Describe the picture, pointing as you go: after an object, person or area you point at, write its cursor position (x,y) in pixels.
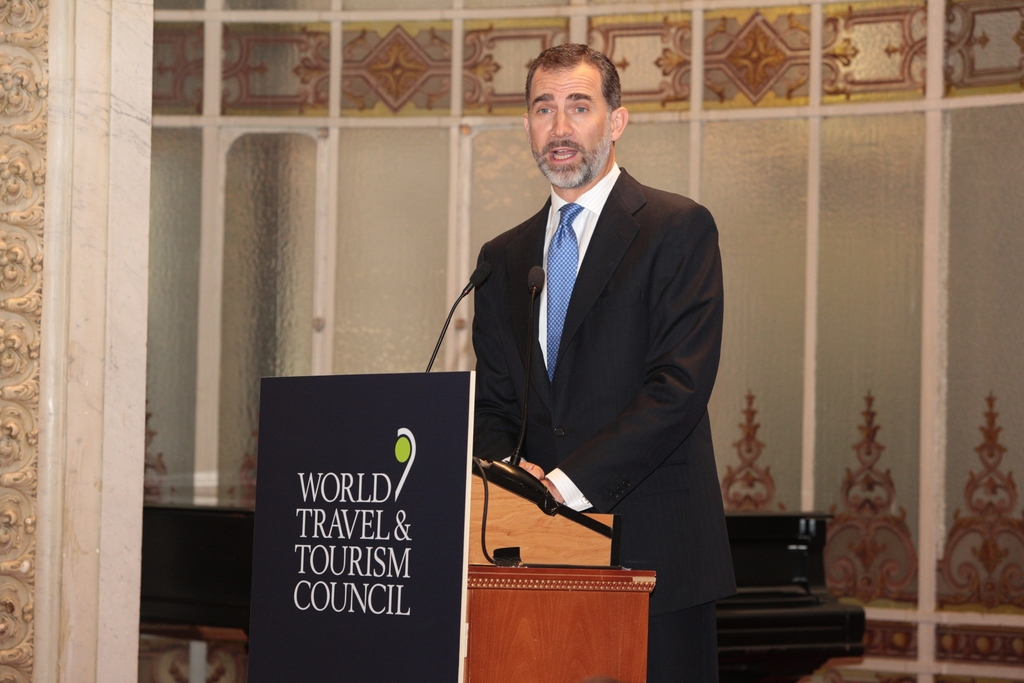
In this image we can see a person (616,409) wearing a coat (592,249) and tie (556,243) is standing in front of a podium (634,606) on which two mics (526,382) are placed. In the background (807,526) we can see a piano (793,522).
